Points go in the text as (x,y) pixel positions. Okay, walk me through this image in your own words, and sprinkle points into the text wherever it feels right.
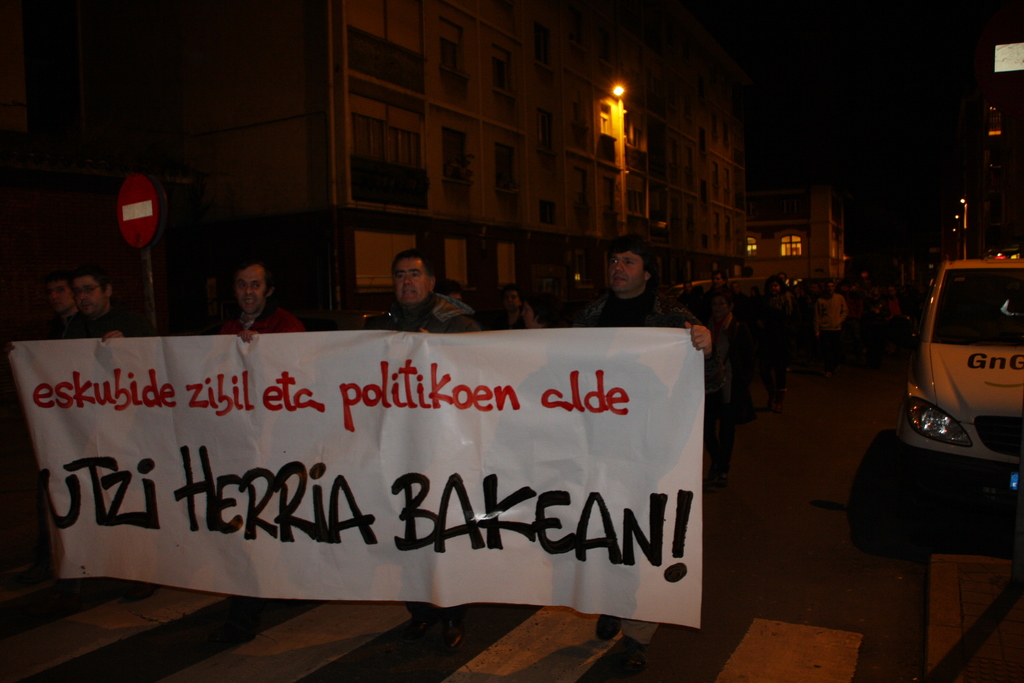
In this image there are a few people (614,314) walking on the road (142,661), few are holding a banner (362,427) with some text (512,402), there are two poles (148,251), street lights (965,203) and few vehicles (921,332) are parked. In the background (650,207) there are buildings (605,198).
